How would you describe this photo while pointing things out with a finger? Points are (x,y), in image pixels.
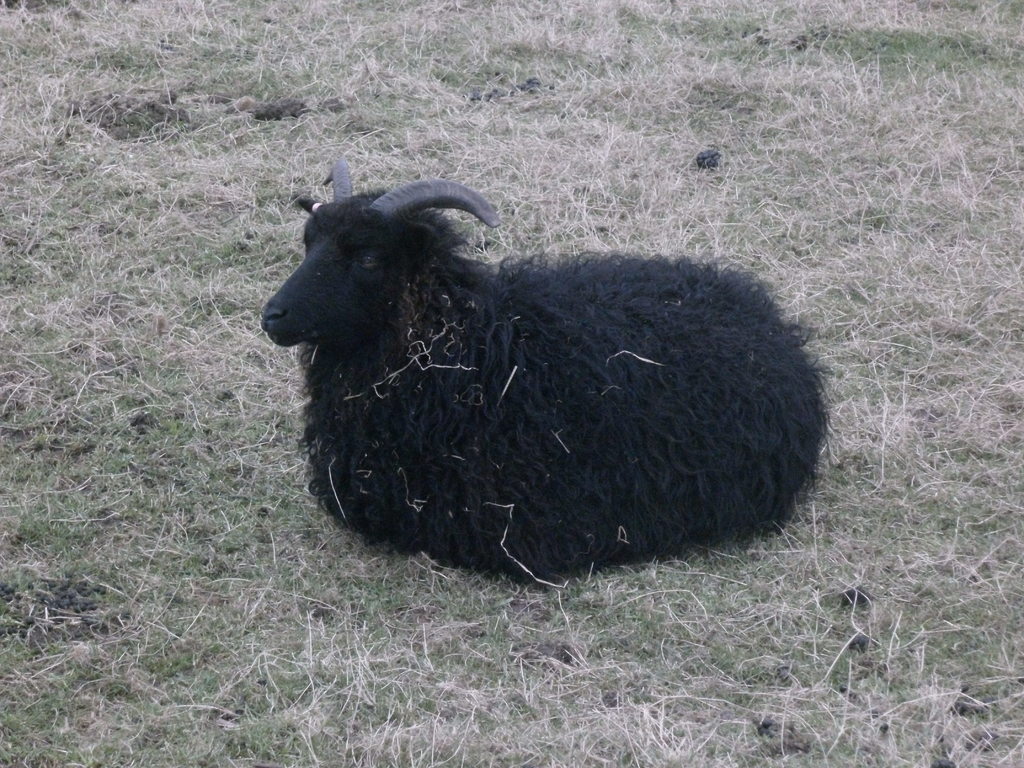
In this picture we can see a black color sheep (563,424) sitting, at the bottom (538,652) there is grass (452,81).
